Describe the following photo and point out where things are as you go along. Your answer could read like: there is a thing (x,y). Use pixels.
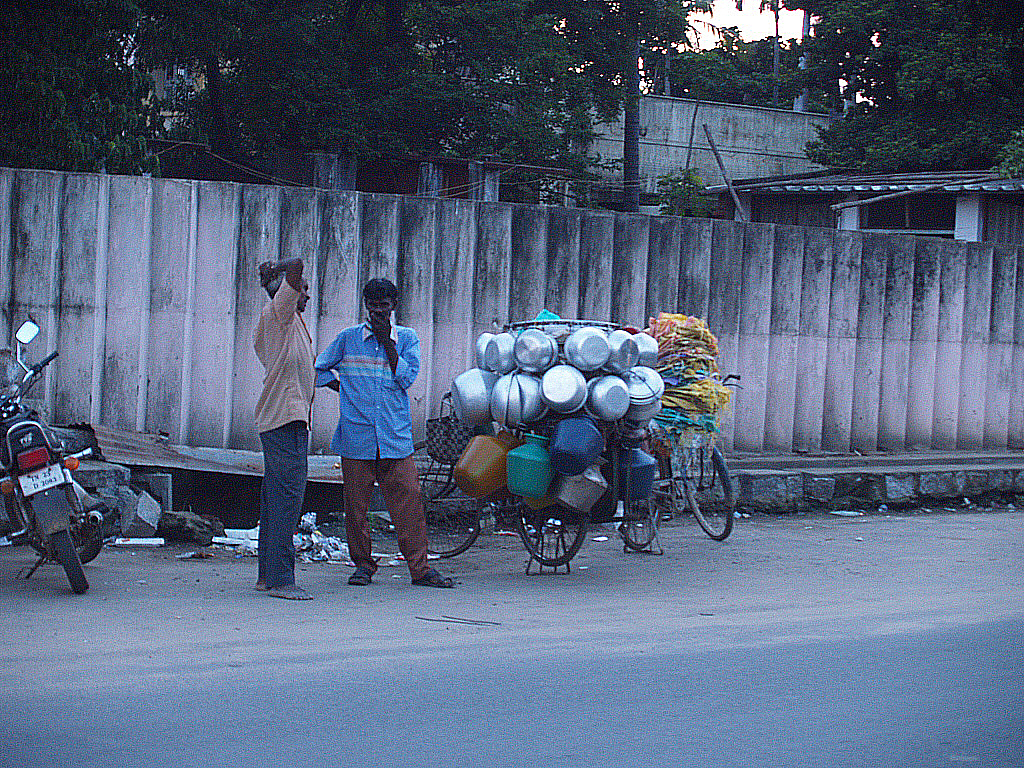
In this image we can see two persons (359,527) standing on the road (292,616) and there are bicycles (652,504) with few objects (648,391) beside a person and there is a motor cycle (40,462) on the left side (40,479) and in the background (735,281) there is a wall (722,280), shed (845,213), few trees (766,76) and the sky (785,41).
